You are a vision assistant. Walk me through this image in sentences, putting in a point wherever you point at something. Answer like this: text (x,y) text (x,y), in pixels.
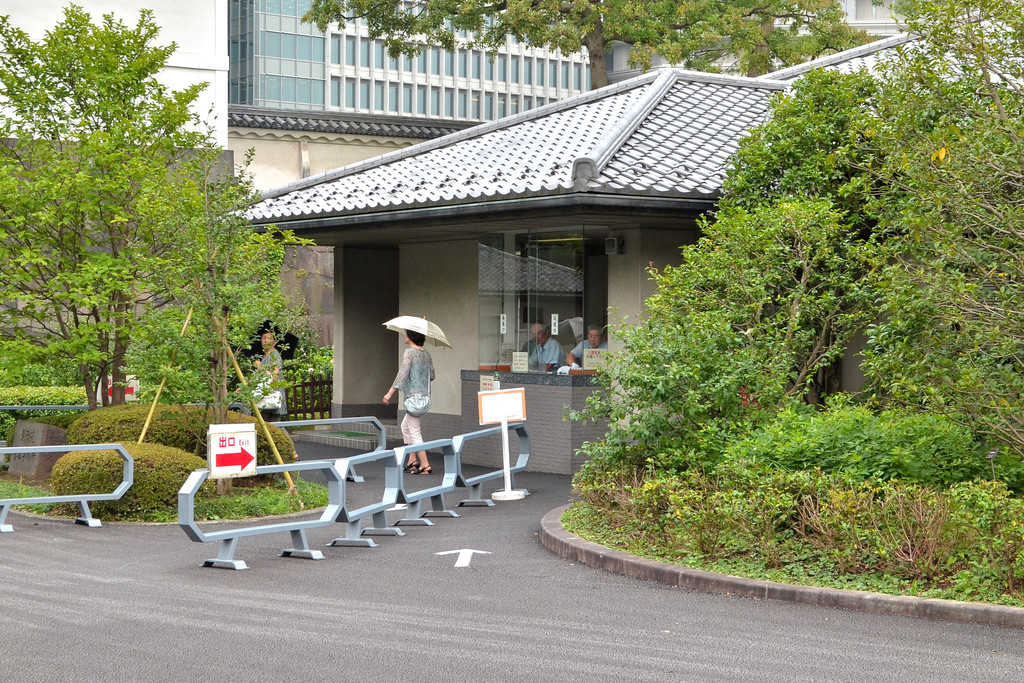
In this image there are buildings (364,251) and trees (120,348). We can see people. There are boards (236,472) and we can see bushes (593,528).
